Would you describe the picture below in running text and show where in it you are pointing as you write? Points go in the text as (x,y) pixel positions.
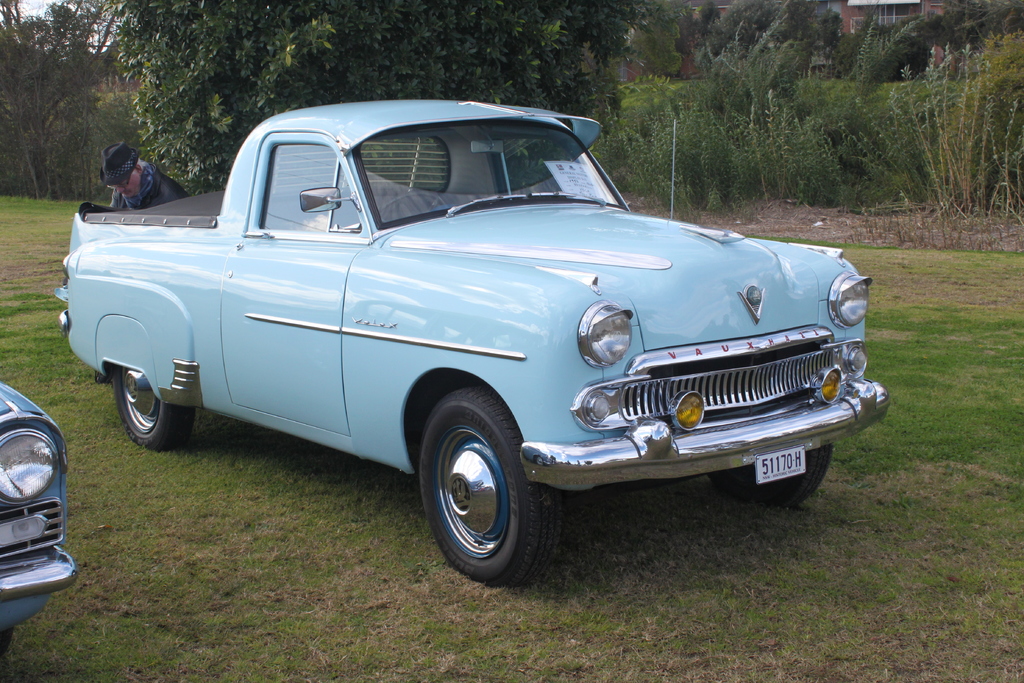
In this image I can see an open grass ground (667,666) and on it I can see two cars (220,360). Behind the one car (138,213) I can see one person (113,186) is standing and I can see this person (165,193) is wearing black dress (164,183) and a black hat (118,174). In the background (404,63) I can see number of trees (187,72), few buildings (848,7) and on the top left corner of the image (32,10) I can see the sky (44,0).
